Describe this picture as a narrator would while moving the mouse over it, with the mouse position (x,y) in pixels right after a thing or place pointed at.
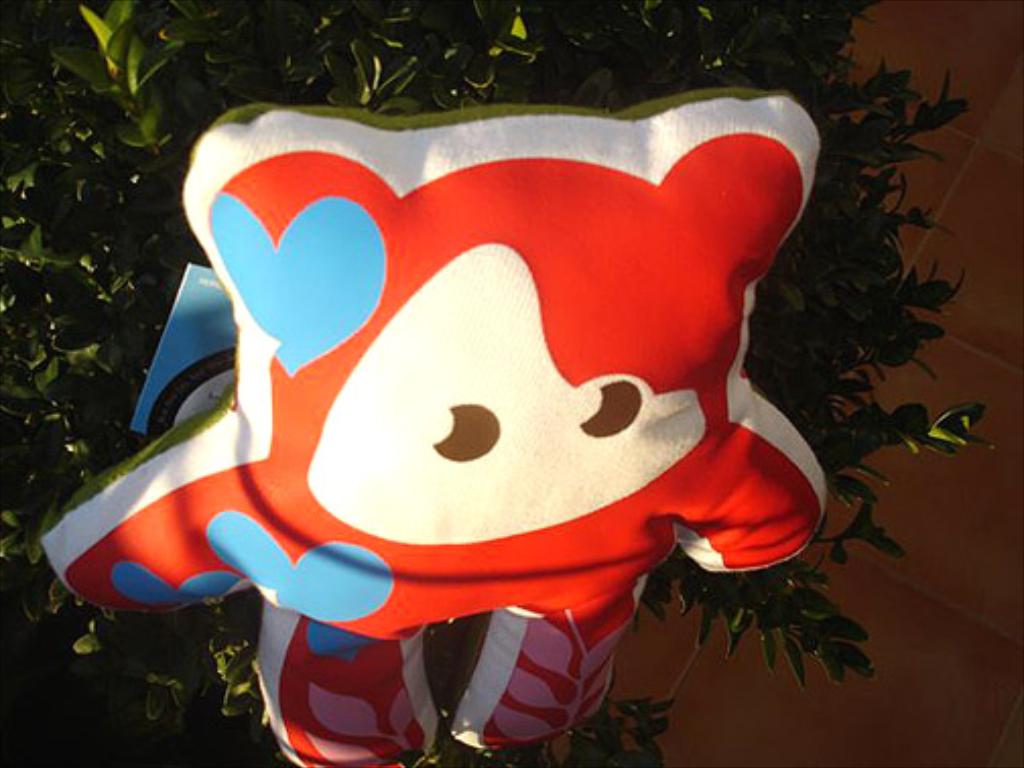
In this image we can see a toy (246,281) and in the background (961,148), we can see there are some trees (790,263) and a wall (947,358).
